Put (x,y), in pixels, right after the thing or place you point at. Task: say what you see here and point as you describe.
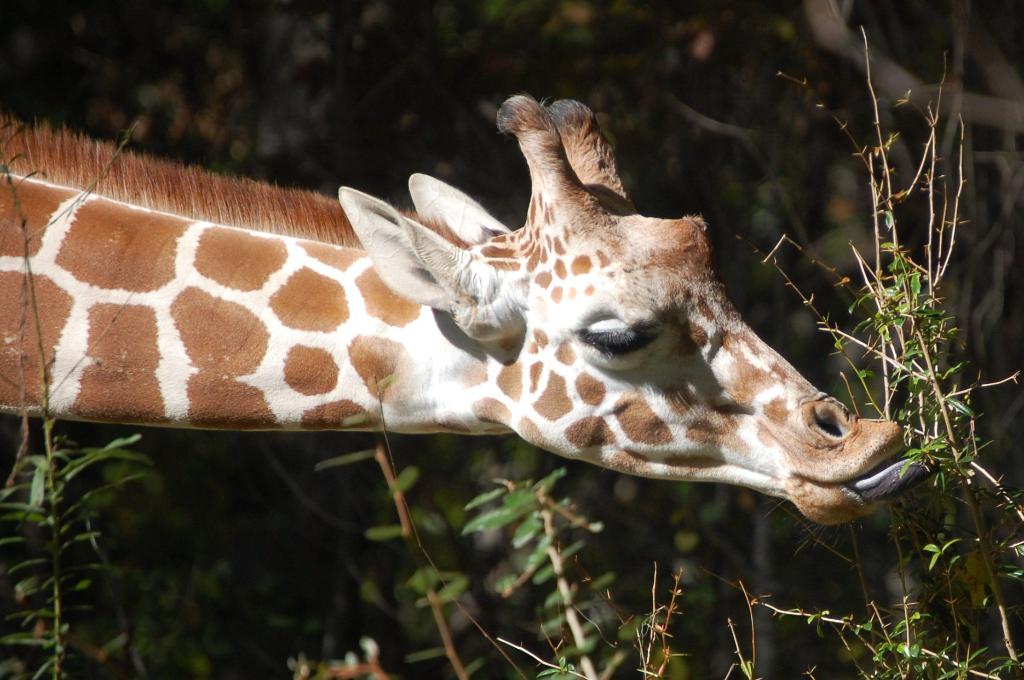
In this image I can see a giraffe (248,322) eating the leaves (944,445) of a plant (999,590). In the background (341,598) there are many plants (398,97) and trees (292,64).
